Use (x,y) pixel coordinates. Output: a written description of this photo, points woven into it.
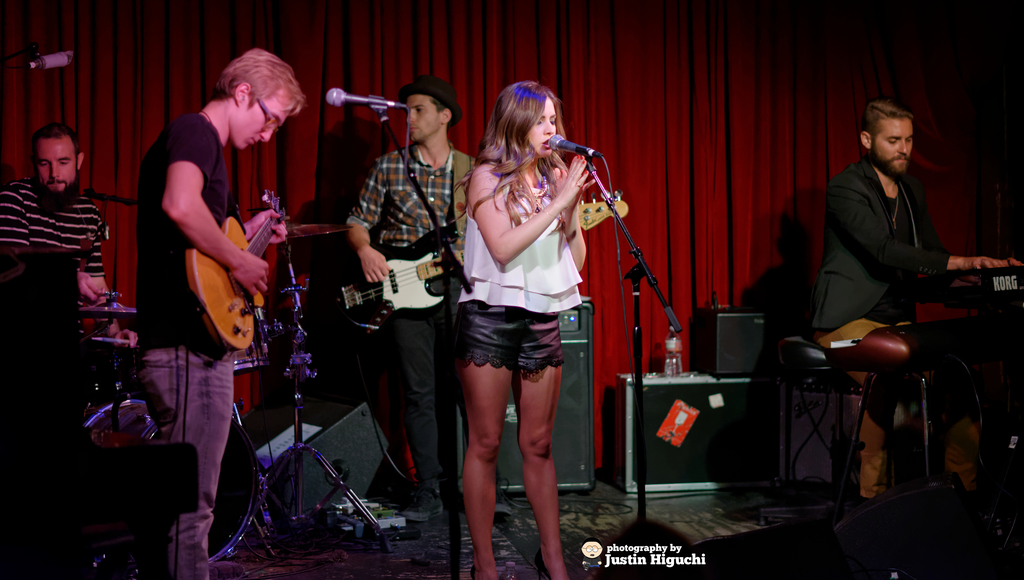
In this picture there is a girl (558,366) in the center of the image (551,213) and there is a mic (552,144) in front of her and there is a man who is playing piano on the right side of the image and there is a man (22,245) on the left side of the image (63,222), it seems to be, he is playing drum set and there are two men (428,191) on the left side of the image (266,211), by holding guitars (415,278) in their hands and there are speakers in the image and there is a red color curtain (313,198) in the background area of the image (695,133), it seems to be a suitcase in the background area of the image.
